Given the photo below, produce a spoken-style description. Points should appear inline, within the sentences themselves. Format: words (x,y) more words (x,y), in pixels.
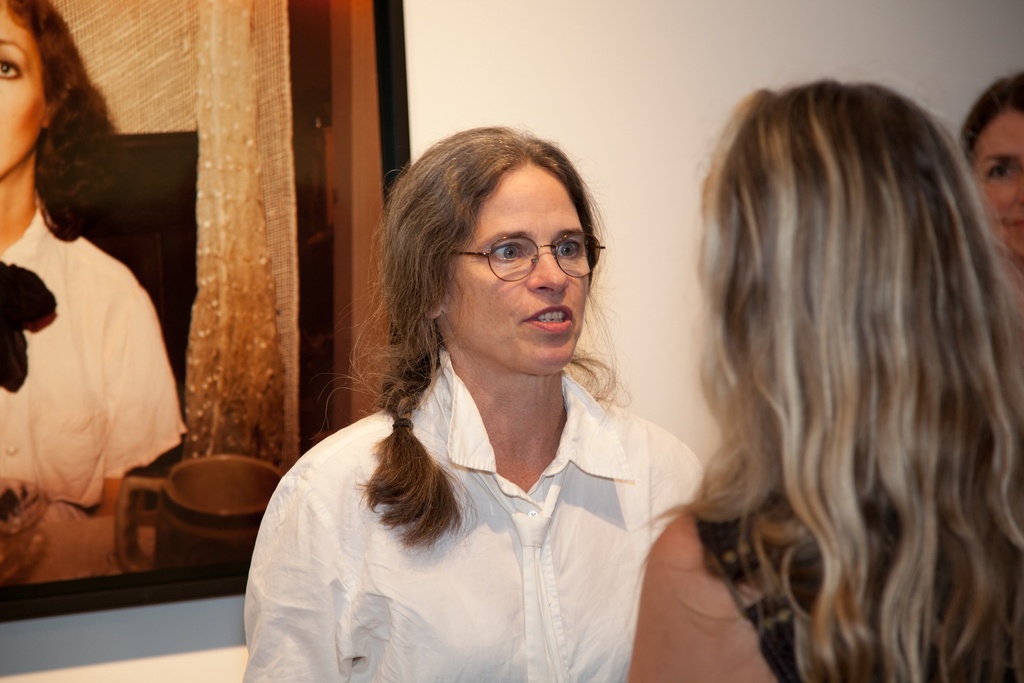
In the foreground of this image (544,369), on the right (961,280), there are women (776,503). On the left (289,155), there is a frame (275,106) on the wall (528,79).
